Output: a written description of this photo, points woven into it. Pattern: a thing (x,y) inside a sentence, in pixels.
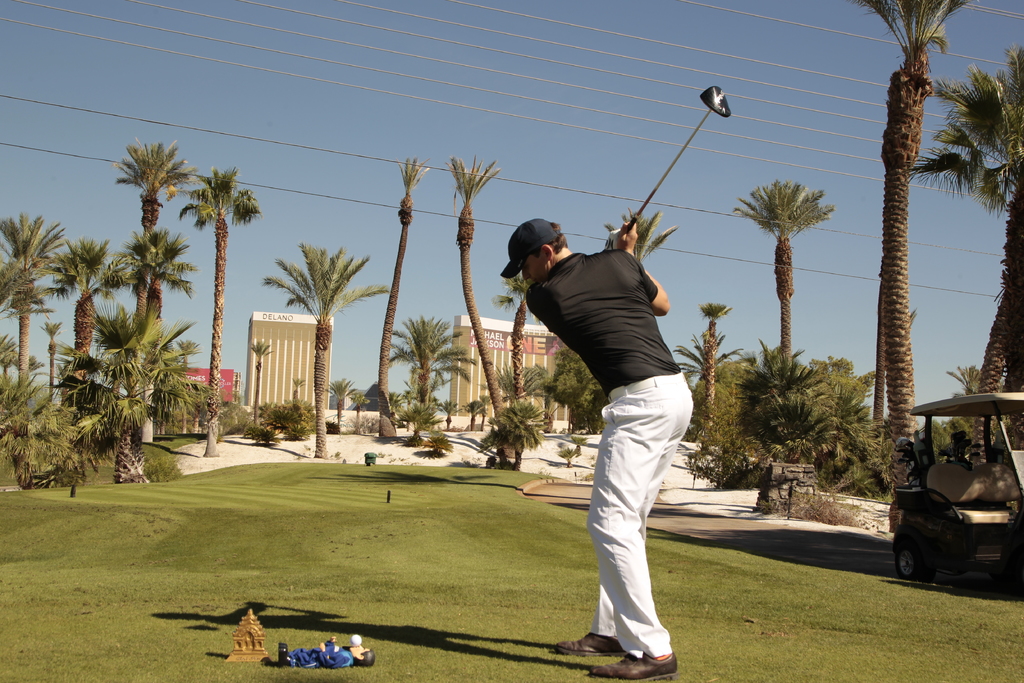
In this image I see a man (658,295) who is wearing black t-shirt (656,325) and white pants (650,482) and black cap (540,244) on his head (536,239) and I see that he is holding a golf bat (717,100) in his hands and I see few things (346,652) over here and I see the white ball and I see the grass (341,488). In the background (640,254) I see number of trees (82,407), wires (610,33), buildings (467,392) and I see a vehicle (908,520) over here and I see the clear sky (467,143).
